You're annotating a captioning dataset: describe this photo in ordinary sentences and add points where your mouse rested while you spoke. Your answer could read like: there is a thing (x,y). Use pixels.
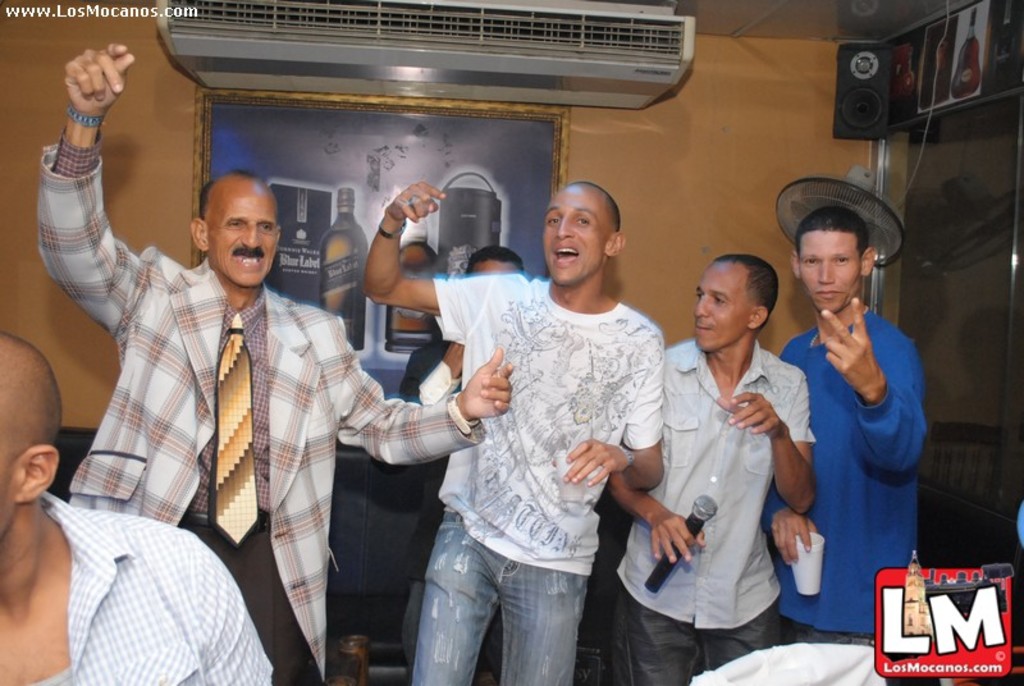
In this picture there is a man (629,325) who is wearing t-shirt (568,388) and jeans (485,605), beside him we can see another man (707,324) who is wearing shirt (726,510), trouser (700,638) and holding a mic (690,526). Here we can see a person (889,409) who is wearing blue shirt (891,463), standing near to the table (868,681). On the left (236,306) there is a man (360,399) who is wearing blazer (337,402), shirt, tie (232,355) and trouser (265,550) standing near to the wall (126,203). In the back (470,128) we can see painting (393,167) near to the AC (278,50).
